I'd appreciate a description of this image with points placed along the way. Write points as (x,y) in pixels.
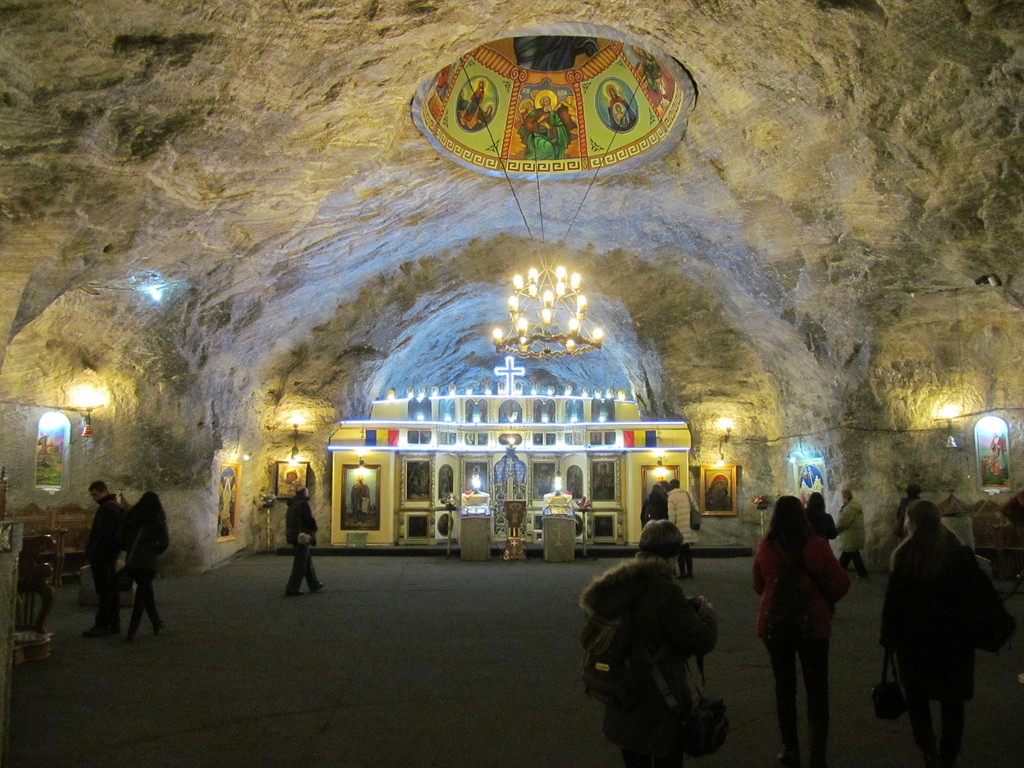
In this image we can see there are people (644,623) walking on the ground (713,587) and holding bags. And we can see the photo frames (54,449) attached to the wall (833,390). And there are lights (546,426) on the rocks (833,461), photo frames (485,484) and few objects (586,532) inside the cave (543,438). At the top (520,87) we can see there is a board (579,79) with images (524,96). And we can see the chandelier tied to the wall (542,239) with the help of ropes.
